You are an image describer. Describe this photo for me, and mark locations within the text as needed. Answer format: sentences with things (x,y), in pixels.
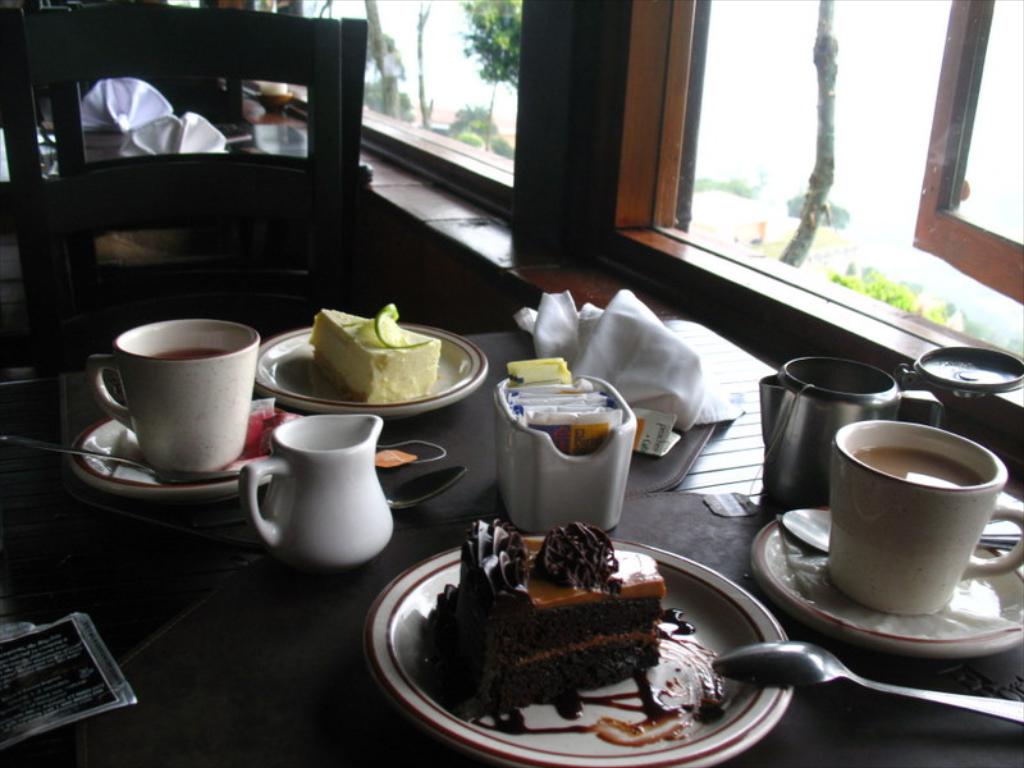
In this picture we can see a table (233,611). On the table (320,607) there are cups (185,342), plates (537,743), and some food (613,639). And this is the window (892,158).
